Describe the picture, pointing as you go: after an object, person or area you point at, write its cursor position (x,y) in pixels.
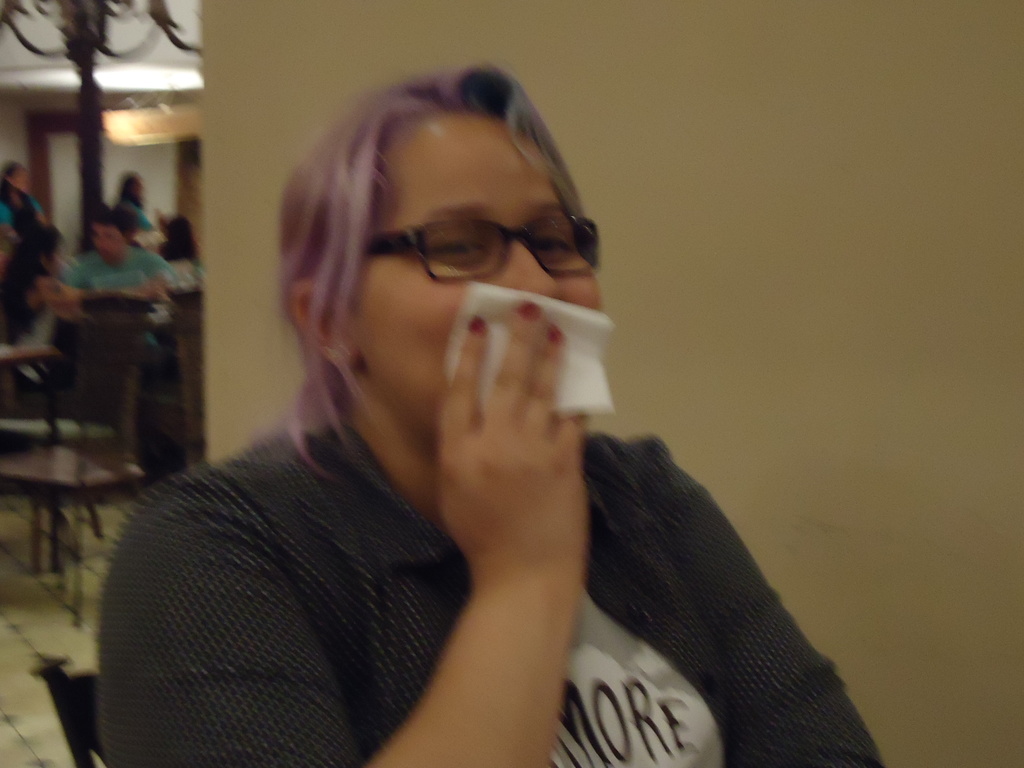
In this picture there is a lady (468,751) in the center of the image (578,507) and there are other people (72,283) on the left side of the image (80,308).
